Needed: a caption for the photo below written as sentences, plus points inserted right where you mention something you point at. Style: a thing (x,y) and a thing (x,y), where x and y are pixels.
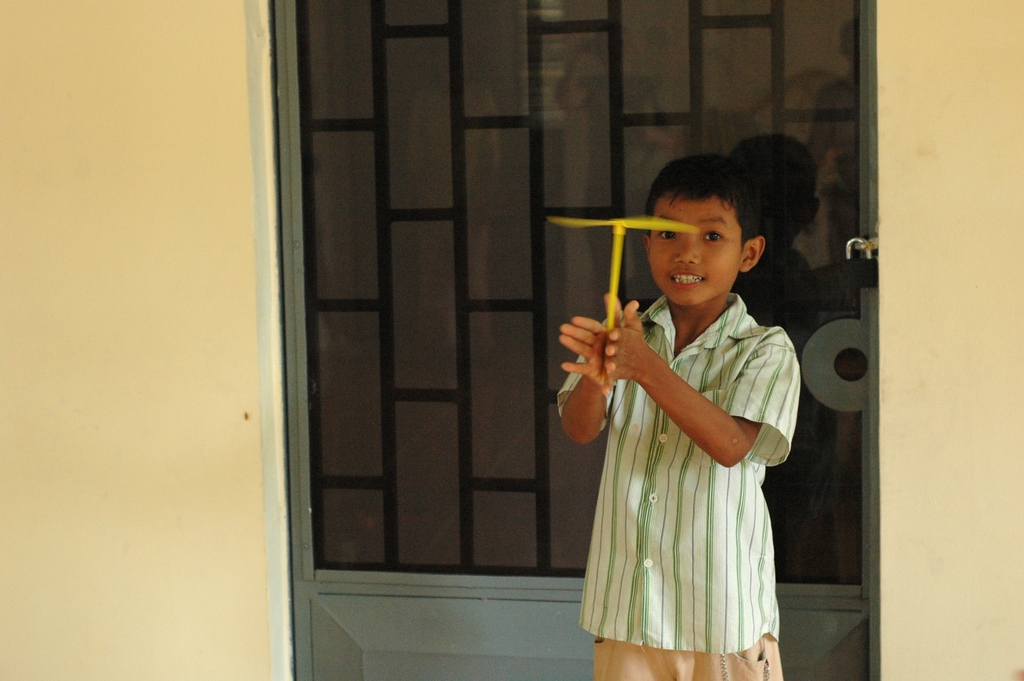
In the foreground of the image (623,216) there is a boy (716,603) holding a toy (609,220) in his hand (595,392). In the background of the image (348,389) there is door (356,525). There is wall (250,198).
